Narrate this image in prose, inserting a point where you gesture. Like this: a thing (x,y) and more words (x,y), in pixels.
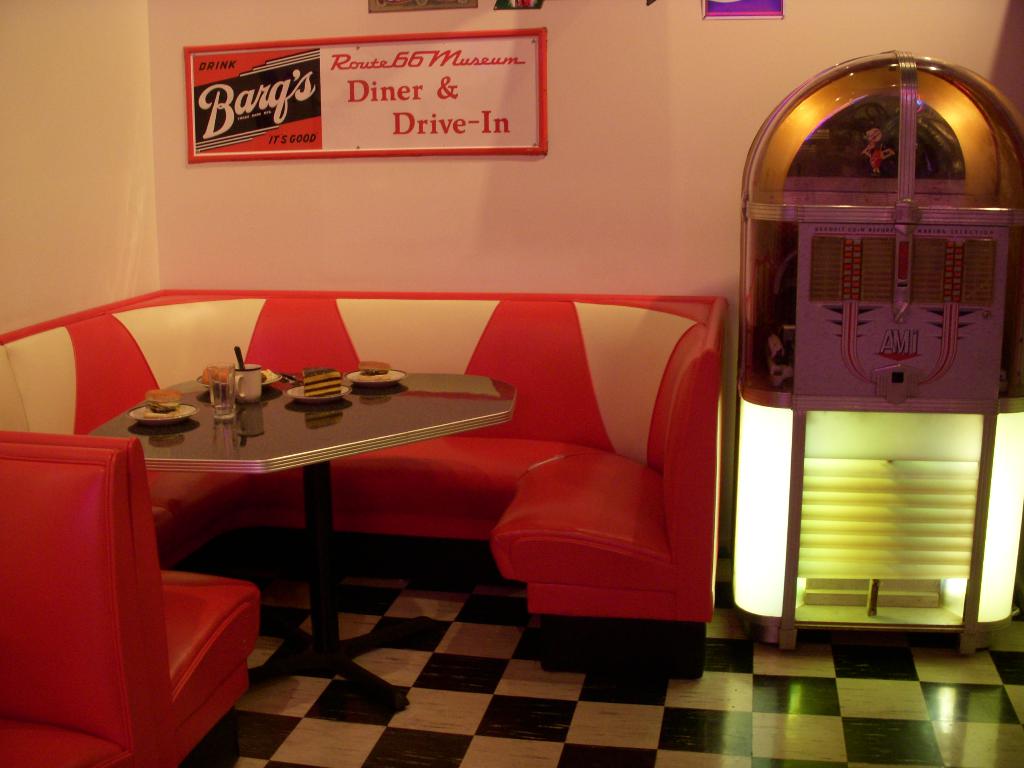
In this image, we can see a couch (621,669), table (408,395), few things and floor (718,714). On the right side of the image (919,446), we can see an object (820,319). Background (598,218) there is a wall (582,193) and board (293,131). Here we can see few objects (404,8).
